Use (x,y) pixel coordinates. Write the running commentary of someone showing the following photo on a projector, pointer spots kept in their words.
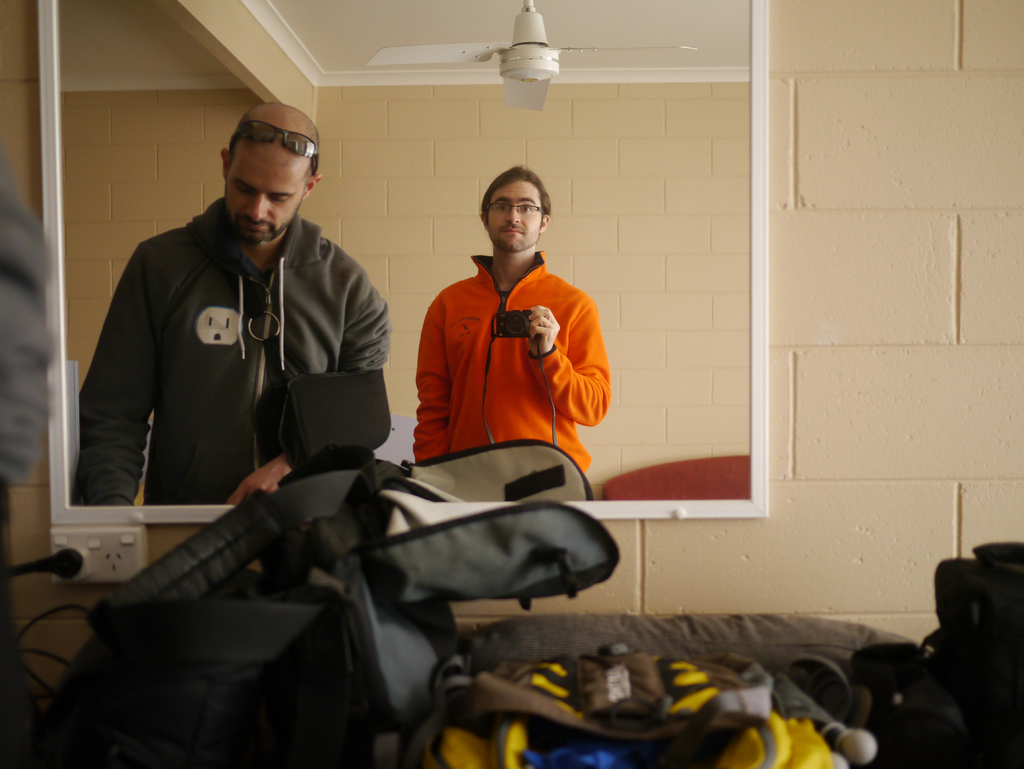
We can see bags (191,606) and switch board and we can see mirror (154,2) on a wall (883,300), in this mirror (590,266) we can see two people (130,372) standing and this person (446,328) holding a camera (514,324), at the top we can see fan (509,104).
